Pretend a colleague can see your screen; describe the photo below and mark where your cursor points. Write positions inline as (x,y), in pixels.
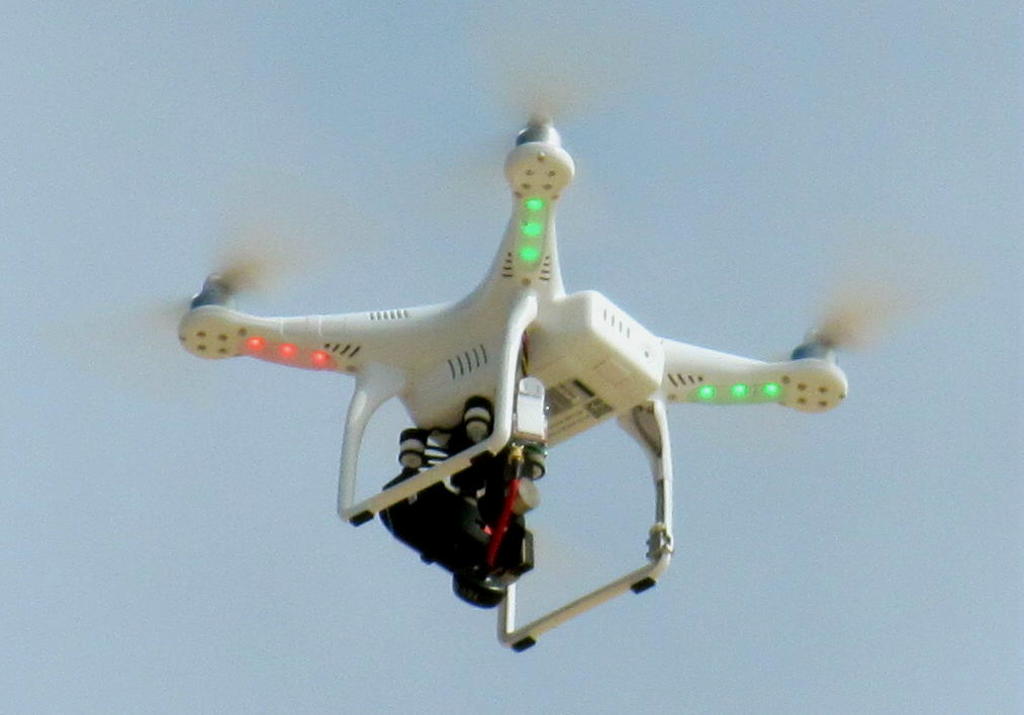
In this picture there is a drone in the center of the image (549,268).
